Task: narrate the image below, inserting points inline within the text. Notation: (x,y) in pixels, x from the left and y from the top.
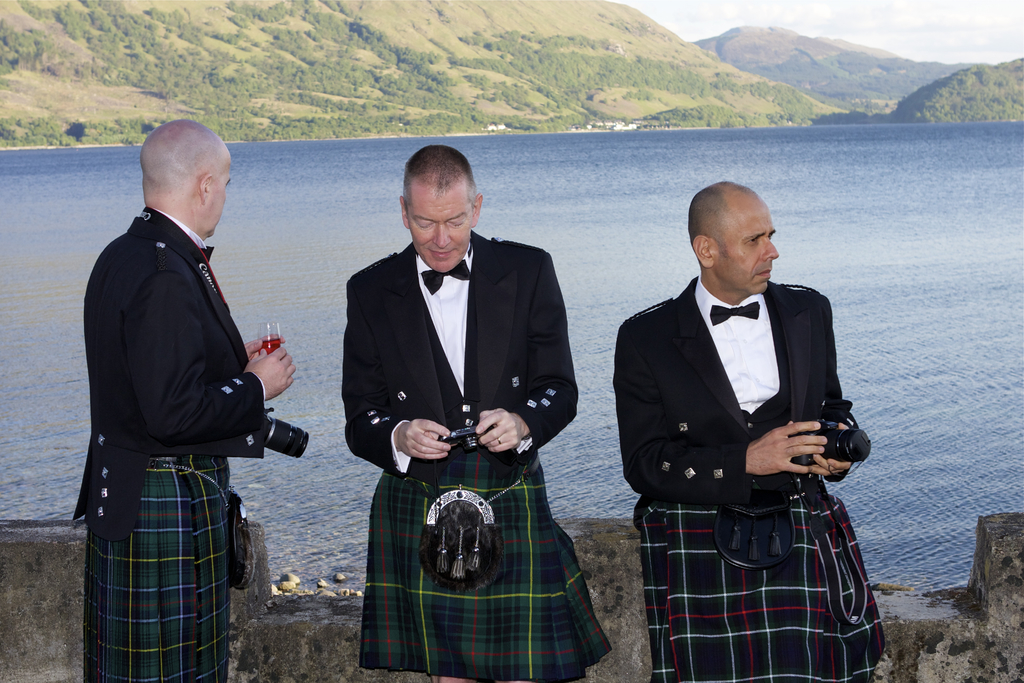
In this image we can see three people (490,477) standing and holding the objects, there are some trees (310,76), stones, mountains (628,18) and water (18,233), also we can see the sky (965,34) with clouds (964,33).
